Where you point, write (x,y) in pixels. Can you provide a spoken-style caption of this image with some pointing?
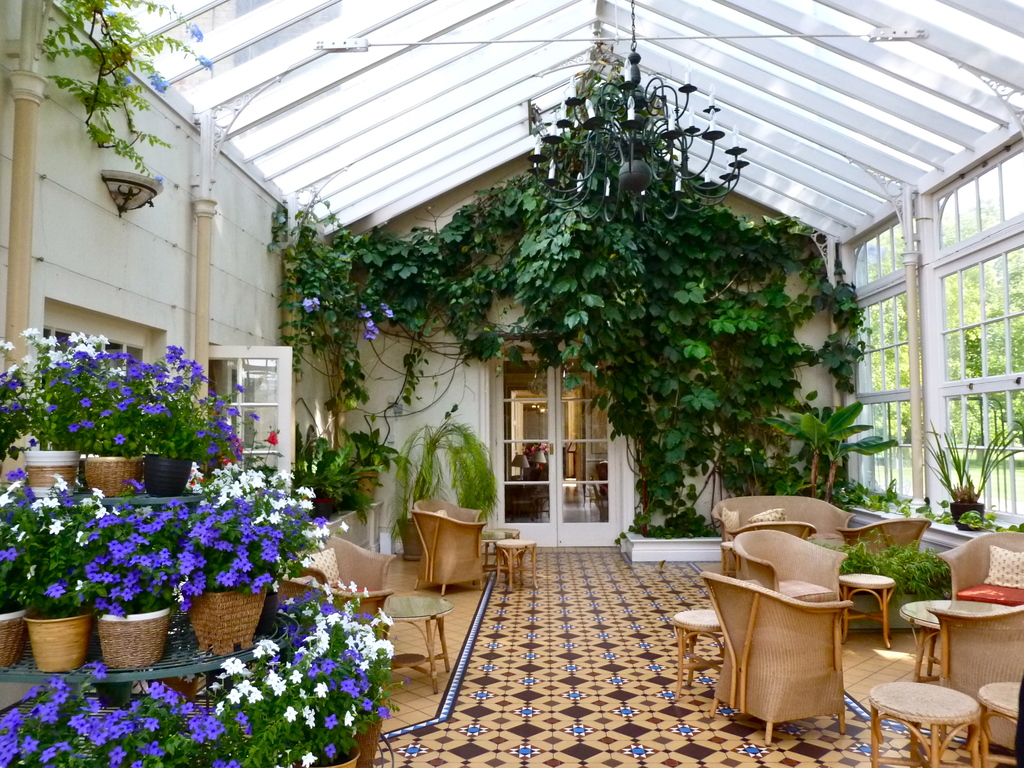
This is an inside view. On the left side of the image (75,569) I can see few flower pots (142,634). On the right side of the image (871,613) there is a table (913,612) and chairs (993,594). In the background (634,253) I can see a creeper plant (694,321). On the right side of the image (957,290) there is a window (966,322) through that window (981,355) we can see the outside view. On the top of the image (623,123) there is a chandelier (630,144).
